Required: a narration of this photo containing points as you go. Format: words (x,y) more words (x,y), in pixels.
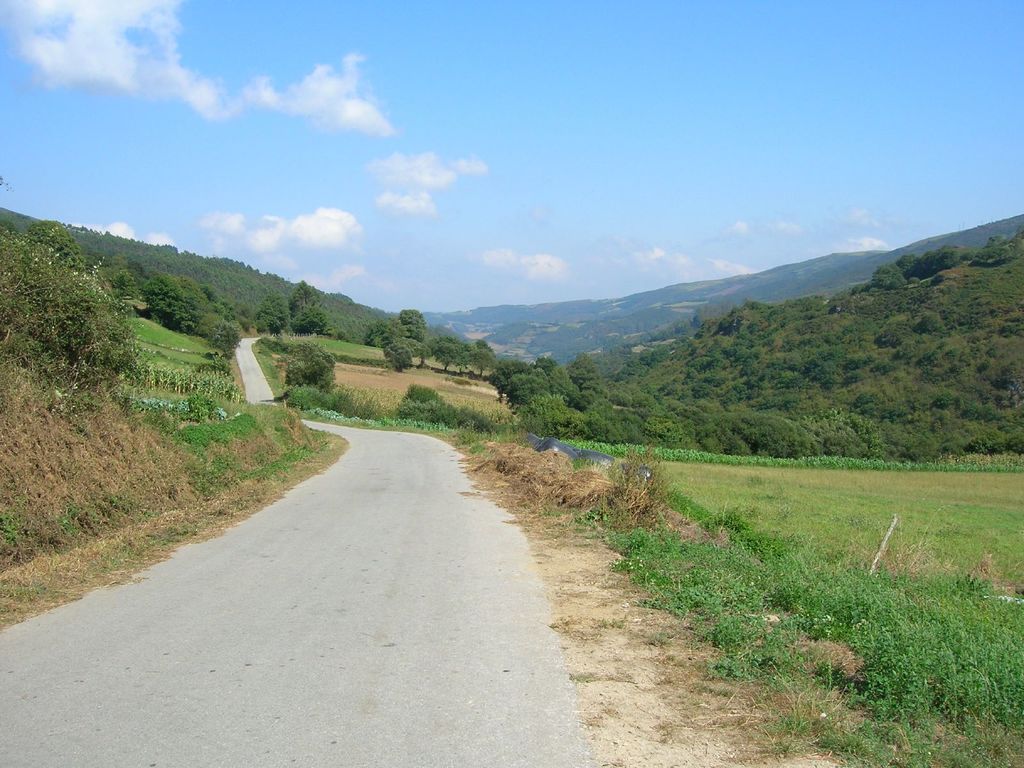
In the foreground of the image (447,681) we can see the road (373,543). In the background (916,367), we can see a group of trees (612,419), mountains (485,323) and the cloudy sky (552,178).
